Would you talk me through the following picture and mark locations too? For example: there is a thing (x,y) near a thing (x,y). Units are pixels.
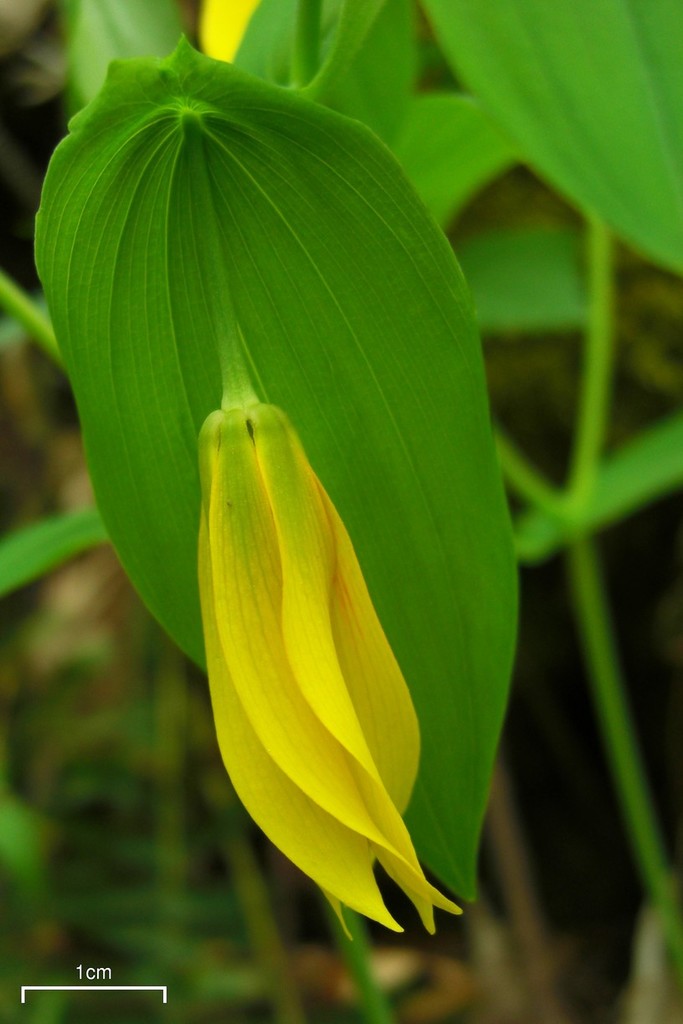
This image consists of a plant (256,341). In the front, there is a flower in yellow color. And the leaves (395,292) are in green color.
